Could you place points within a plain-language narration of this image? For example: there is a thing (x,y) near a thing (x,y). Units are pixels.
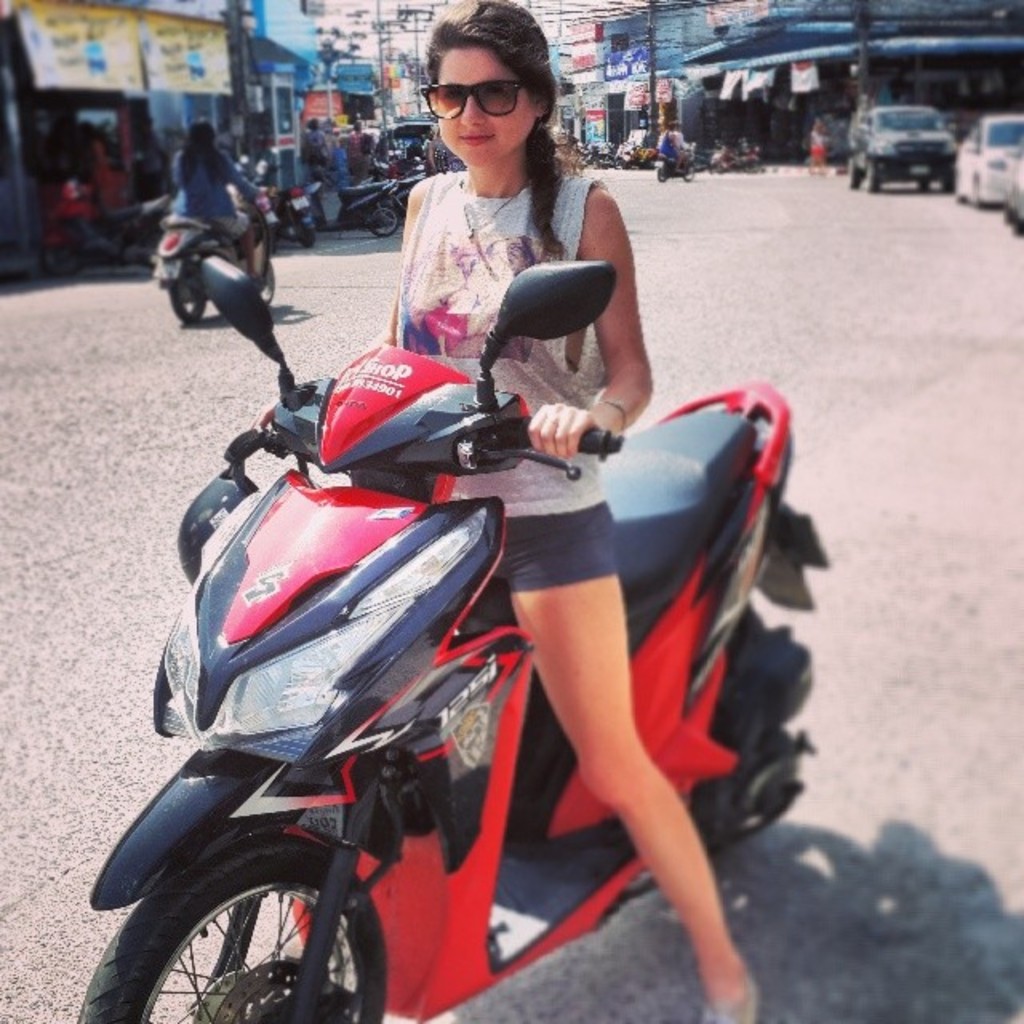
In the image we can see there is a woman (536,492) who is sitting on scooty (631,639) and on the back (231,188) people (314,160) are sitting on the bikes (192,226) and vehicles (879,122). Cars (867,122) are parked at the back (1003,162).
